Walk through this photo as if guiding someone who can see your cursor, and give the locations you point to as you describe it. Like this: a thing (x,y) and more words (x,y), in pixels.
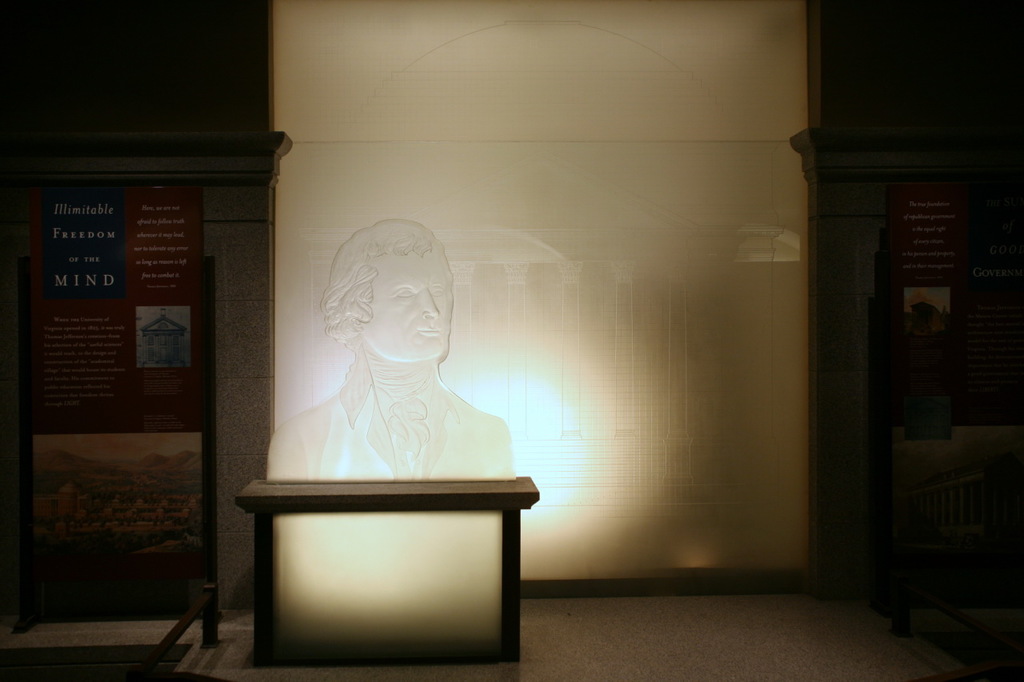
In the middle of the picture (408,389), we see the glass statue (410,305) of the man (417,337), which is placed on the table (361,560). On the left side (195,268), we see a stand (28,555) and a board (129,345) in brown and blue color with some text (84,326) written on it. On the right side (941,521), we see a stand (884,558) and a board (902,356) in brown color with some text (929,278) written on it. In the middle (559,378), we see a glass (582,393) and behind that, we see a white wall (472,165).
